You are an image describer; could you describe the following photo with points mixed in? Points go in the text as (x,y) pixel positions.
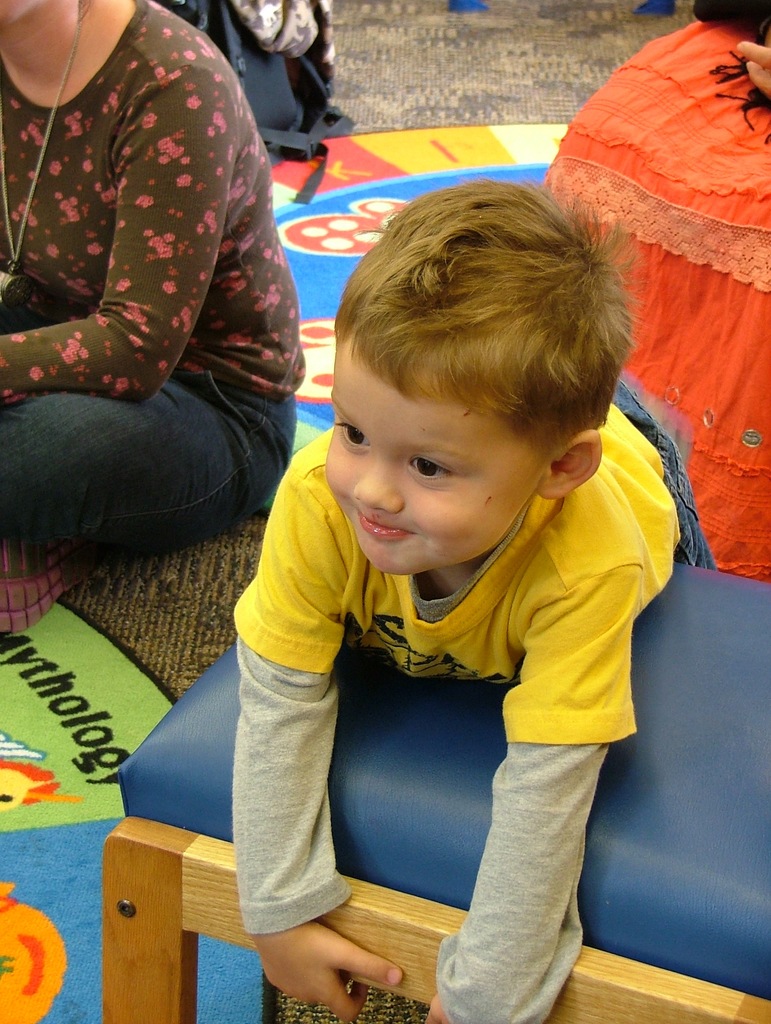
In this image there is a kid (439,618) who is laying on the stool (446,743) which is in front of him. In the background (147,268) there is a woman (151,210) who is sitting on the floor (115,560). On the right side (691,116) there is another woman (688,103) sitting in the chairs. In the background (284,59) there is a bag (261,62) on the floor (363,114). On the floor (341,78) there is a mat (117,652).
